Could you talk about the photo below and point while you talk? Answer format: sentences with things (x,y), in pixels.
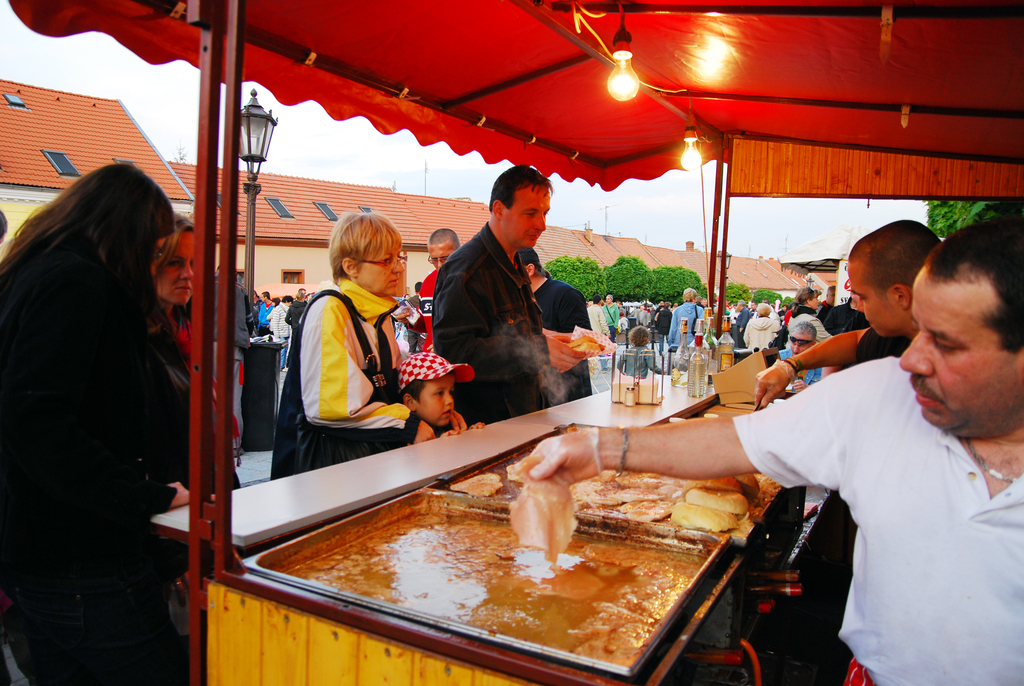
This image consists of many people (68,374). In the middle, we can see the stoves (733,583). On the right (709,451), the two men (698,446) are cooking. At the top (688,44), we can see a tent (720,78) along with a light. In the background (578,260), there are trees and buildings (23,204).
